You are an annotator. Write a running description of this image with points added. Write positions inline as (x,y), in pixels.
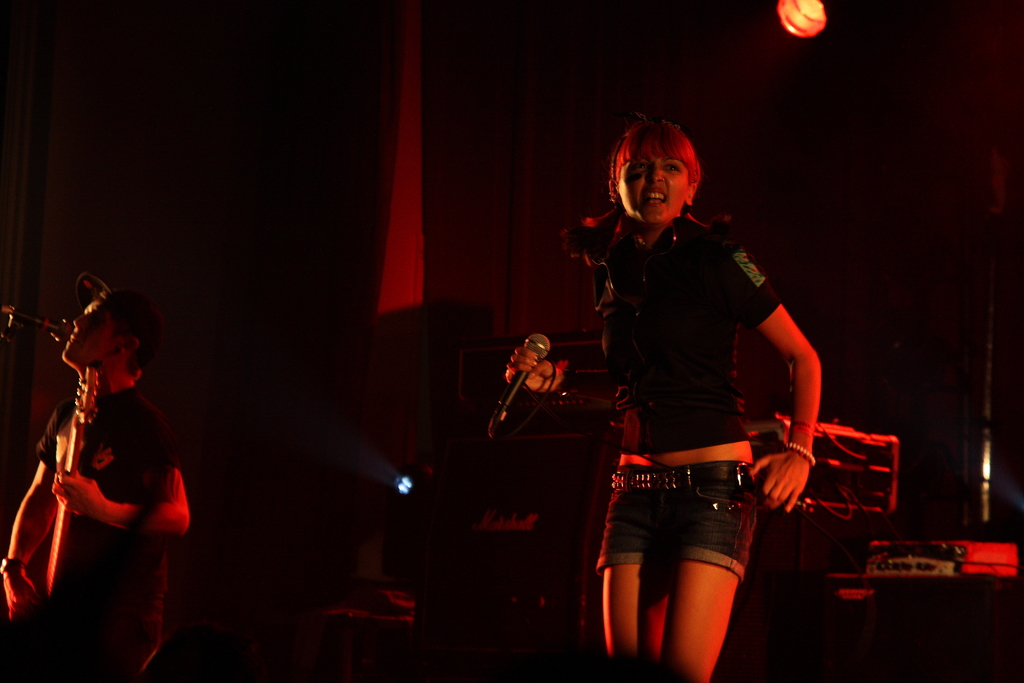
There are two persons (639,396) wearing black color dress (119,474) playing musical instruments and singing together at the background of the image (539,228) there is a black color sheet (567,139).
